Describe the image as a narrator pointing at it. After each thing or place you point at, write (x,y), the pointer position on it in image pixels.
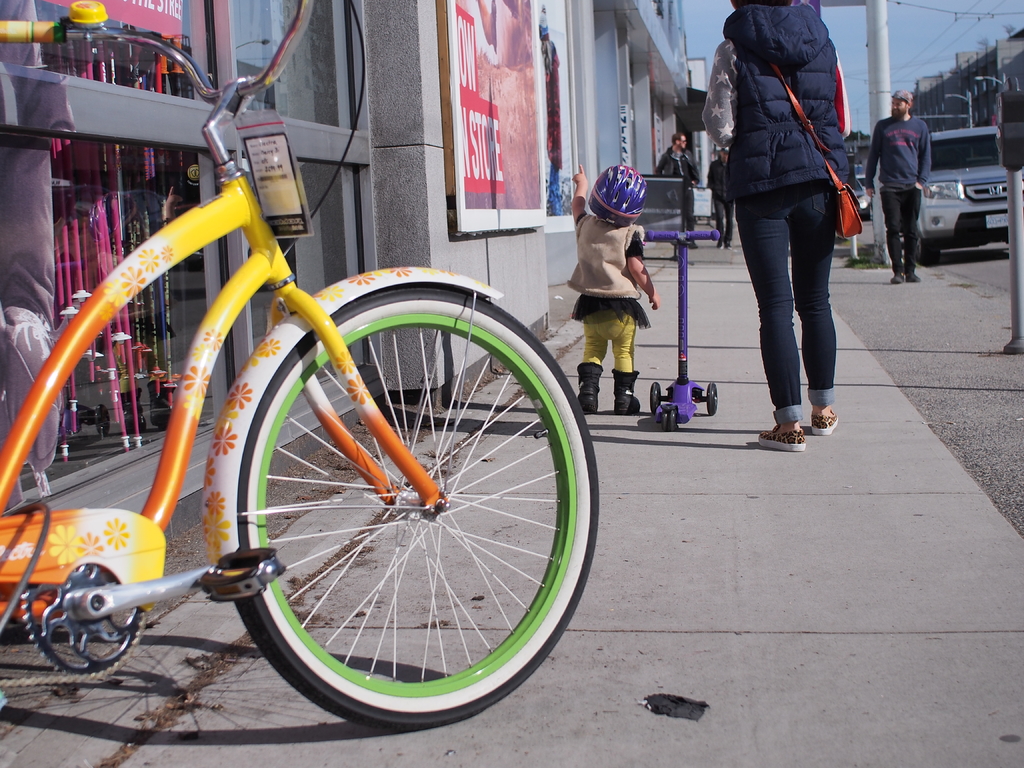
In the picture we can see a building wall (71,222) with some glass part (99,182) of it and near to it, we can see a path (898,442) to it, we can see some people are walking and beside it, we can see a car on the road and a pole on the path (863,444) and in the background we can see a sky (911,79).
